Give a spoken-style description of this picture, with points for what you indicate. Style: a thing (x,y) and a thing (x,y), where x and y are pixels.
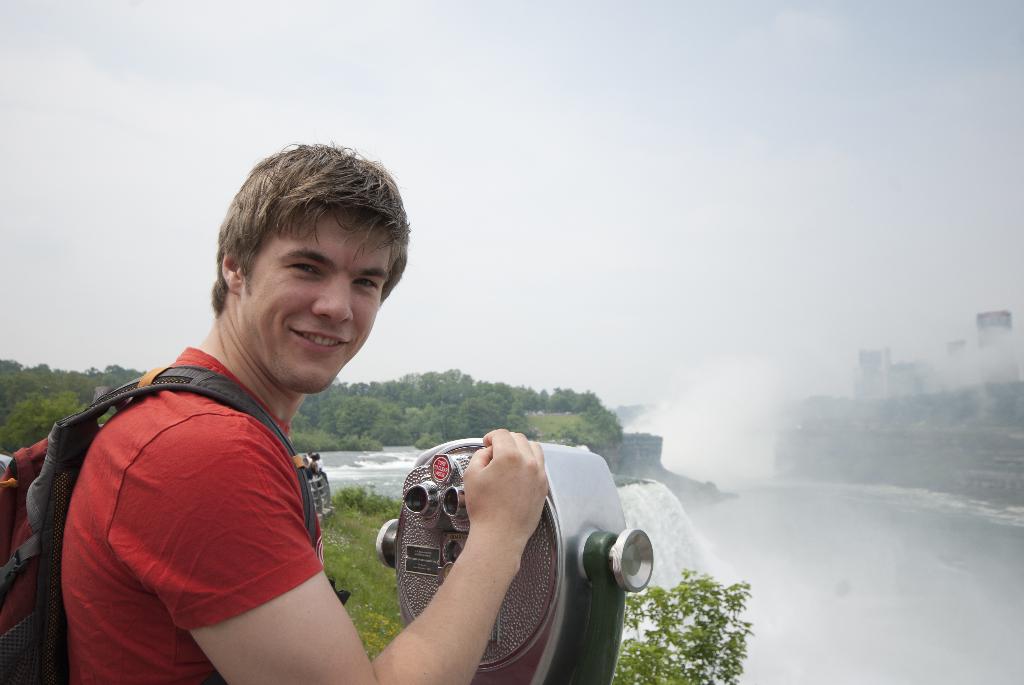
In this picture we can see a man (220,481) standing and smiling, on the right side (841,555) there is water (826,572), we can see trees (404,392) in the background (535,402), there is the sky (518,361) at the top of the picture (679,87), this man (183,572) is carrying a backpack (36,494).
